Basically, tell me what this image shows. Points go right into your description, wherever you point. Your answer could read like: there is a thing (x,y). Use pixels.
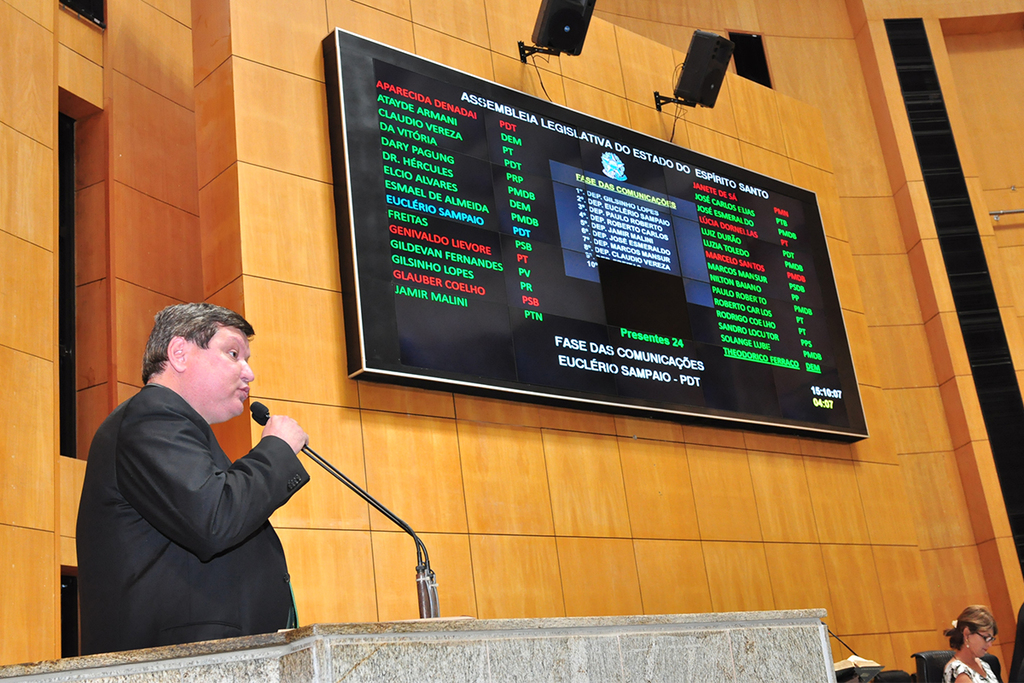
This picture shows a display screen (679,411) to the wall (935,615) and couple of speakers (556,22) fixed to the wall (579,73) and we see a man (259,450) standing at a podium (389,646) and speaking with the help of a microphone (326,462) and we see a woman (955,678) seated on the chair (939,651).
